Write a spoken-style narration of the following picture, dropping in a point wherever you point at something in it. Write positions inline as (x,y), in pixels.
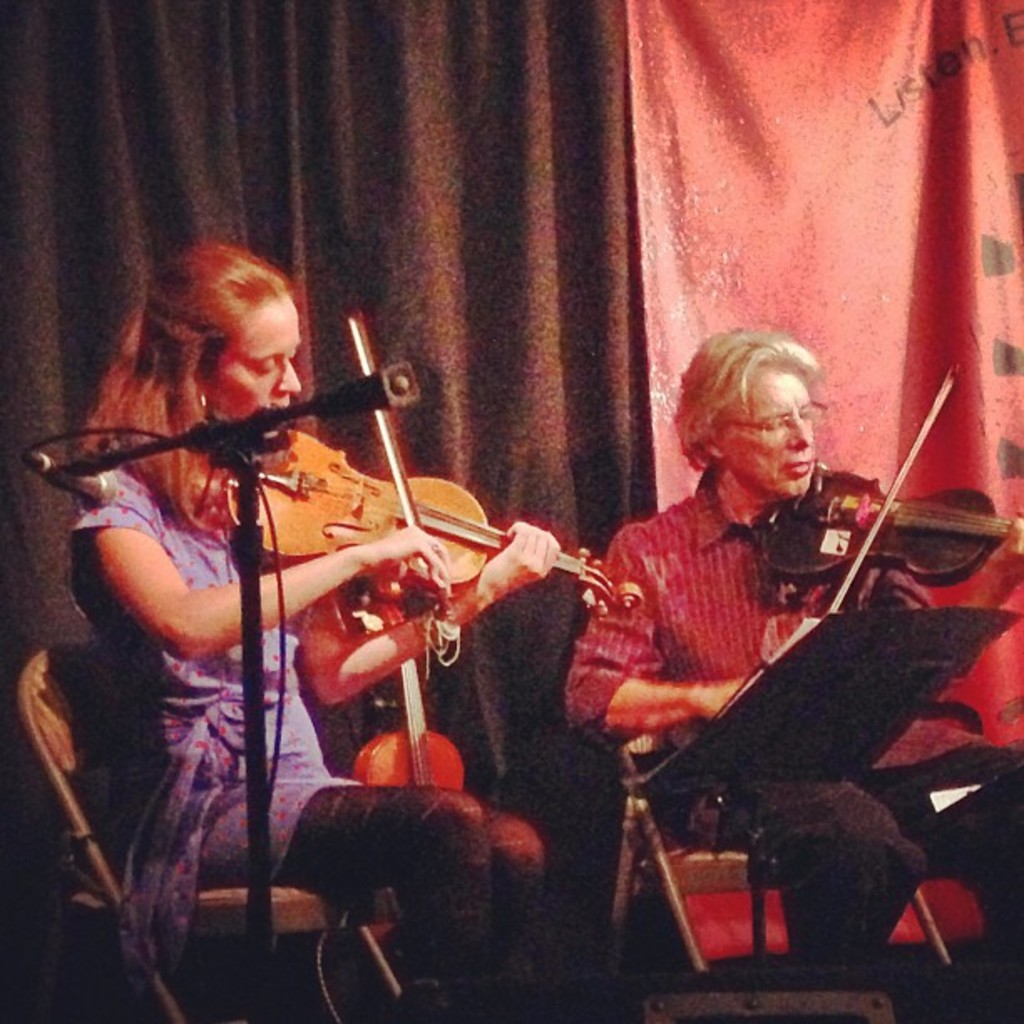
On the background of the picture (486,205) we can see curtains (448,231) in brown and red in colour. We can see a man (703,445) and a women (197,686) sitting on chairs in front of a mike (241,577) and playing violin (776,540).
